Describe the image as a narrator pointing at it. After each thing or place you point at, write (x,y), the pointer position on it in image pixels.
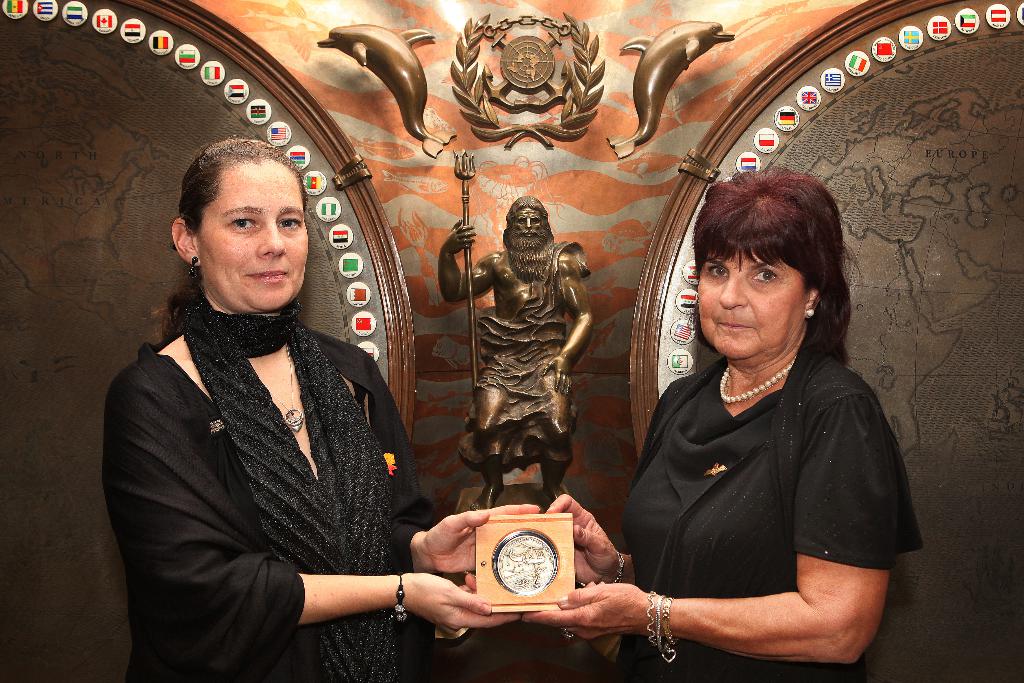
In this image I can see two people (692,469) with the black color dresses (394,478) and these people (472,554) are holding the white and brown color object (503,570). In the background (535,408) I can see the boards (681,374) and the statues (487,355) of the person (527,317) and the fish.
